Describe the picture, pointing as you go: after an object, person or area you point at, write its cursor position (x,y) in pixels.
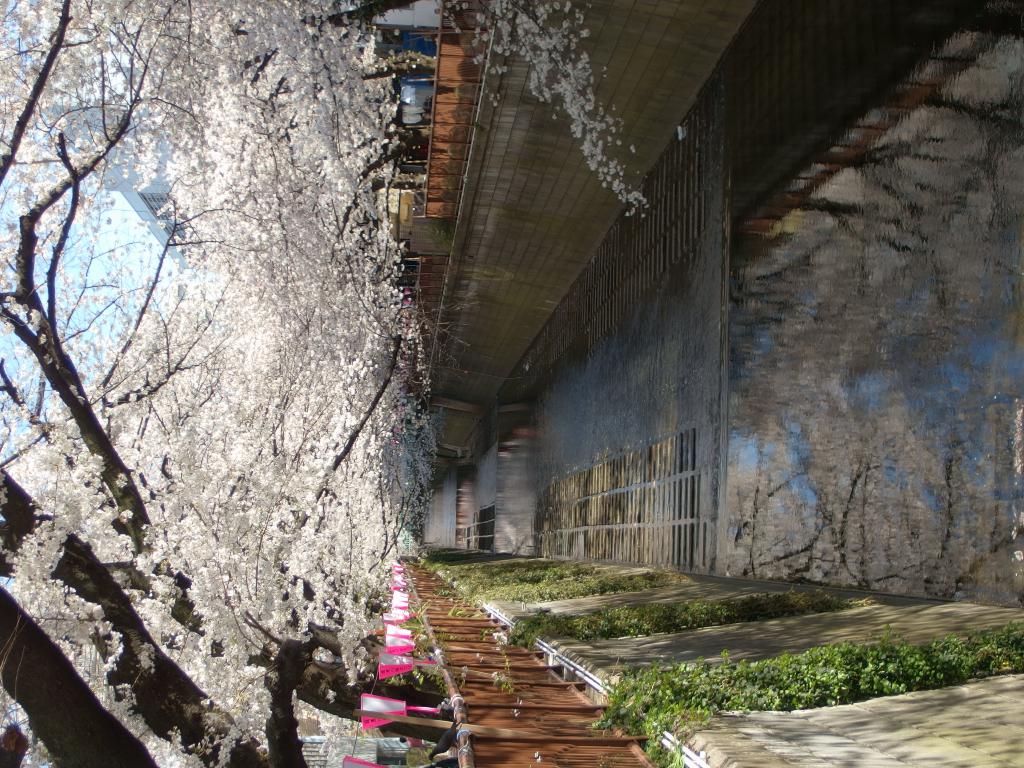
In this image I can see the building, railing (498,706) and the trees (147,430). In the background (83,258) I can see the sky (84,229).
